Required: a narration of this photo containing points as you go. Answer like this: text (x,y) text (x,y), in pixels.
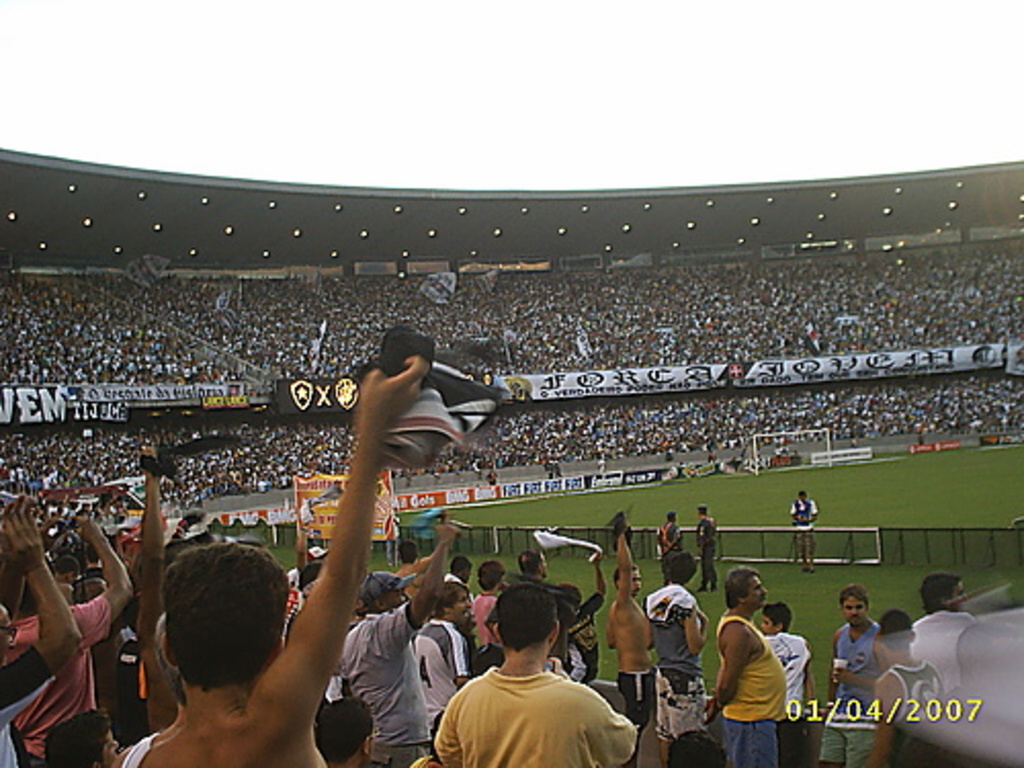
In this image, I can see groups of people (301,576) standing. It looks like a football stadium (763,501) with a football goal post (751,471). I can see the barricades (478,533) and a banner (381,534) on the ground (836,583). I think these are the hoardings (307,398). At the bottom right side of the image (795,718), I can see the watermark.
